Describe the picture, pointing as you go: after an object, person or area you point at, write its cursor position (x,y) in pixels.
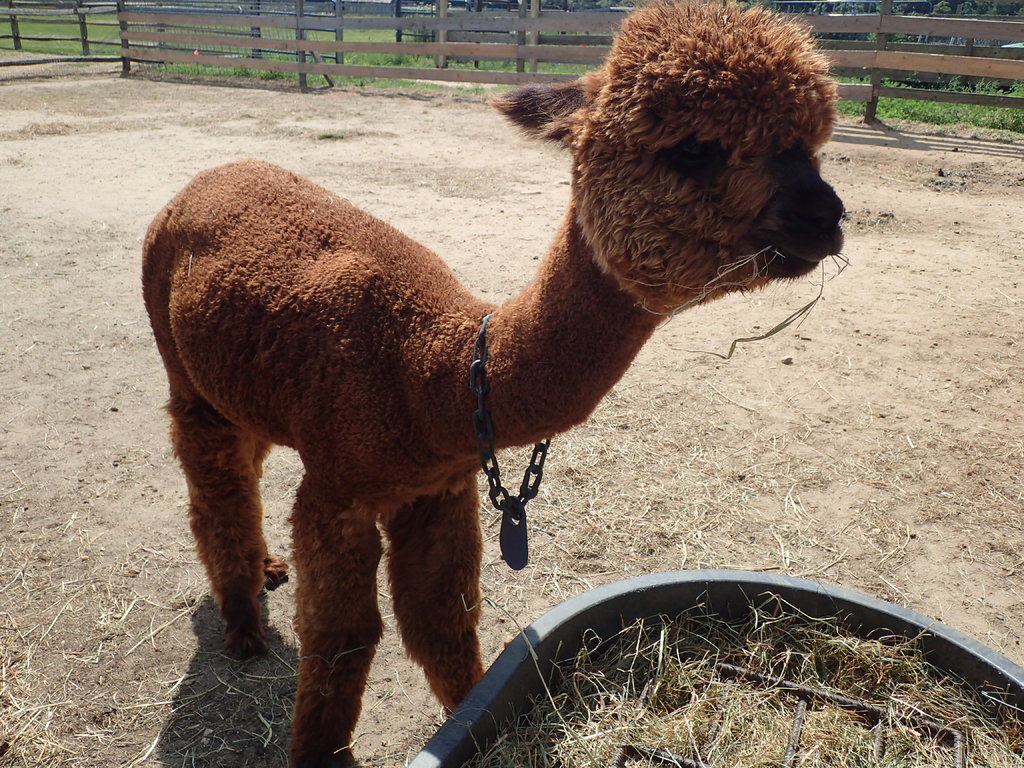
In this picture there is an animal (337,407) on the ground (131,552) and we can see grass (628,714) and metal object (775,680) in a container (529,666). In the background of the image (492,46) we can see fence (456,55) and grass (989,122).
